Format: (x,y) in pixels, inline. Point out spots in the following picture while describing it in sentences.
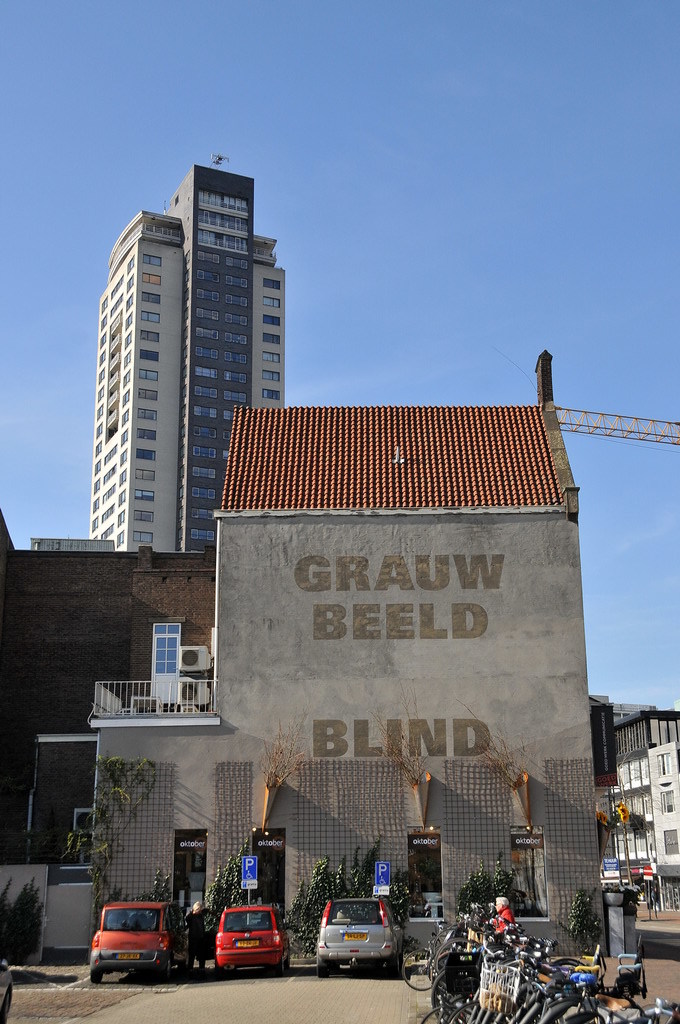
In this image we can see many buildings (354,643). In the foreground (353,643) we can see the text (445,723) on a building (422,650). In front of the buildings (168,686) we can see cars (275,942), bicycles (510,958), plants (323,892) and boards (250,869) with text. At the top (361,45) we can see the sky (313,188).
